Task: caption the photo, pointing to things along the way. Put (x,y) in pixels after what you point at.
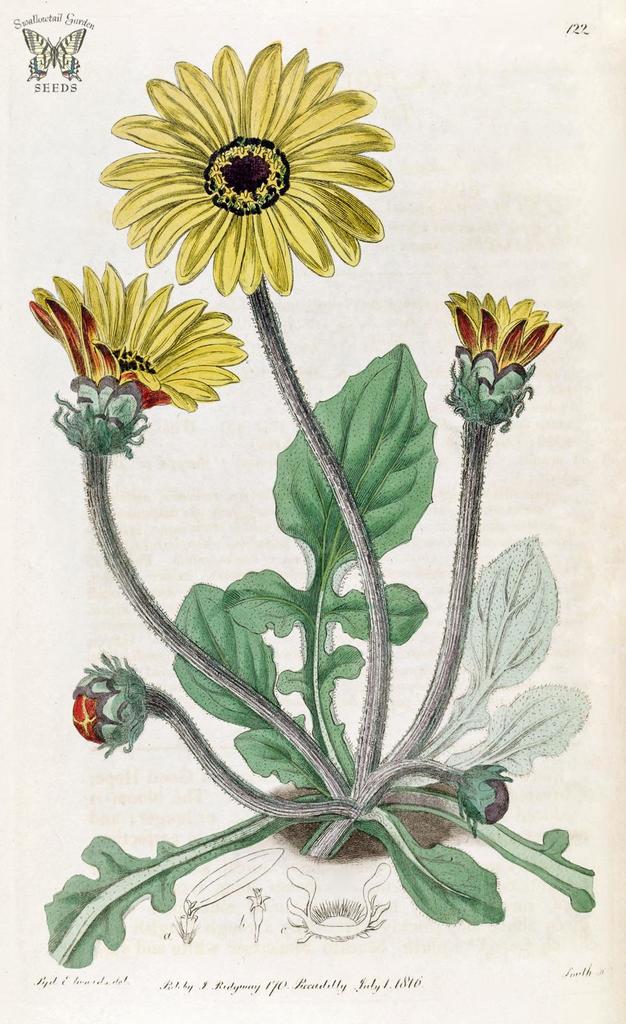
In this picture we can see the drawing (285,238) of the yellow flower plant (319,427) on the white paper (377,272).
